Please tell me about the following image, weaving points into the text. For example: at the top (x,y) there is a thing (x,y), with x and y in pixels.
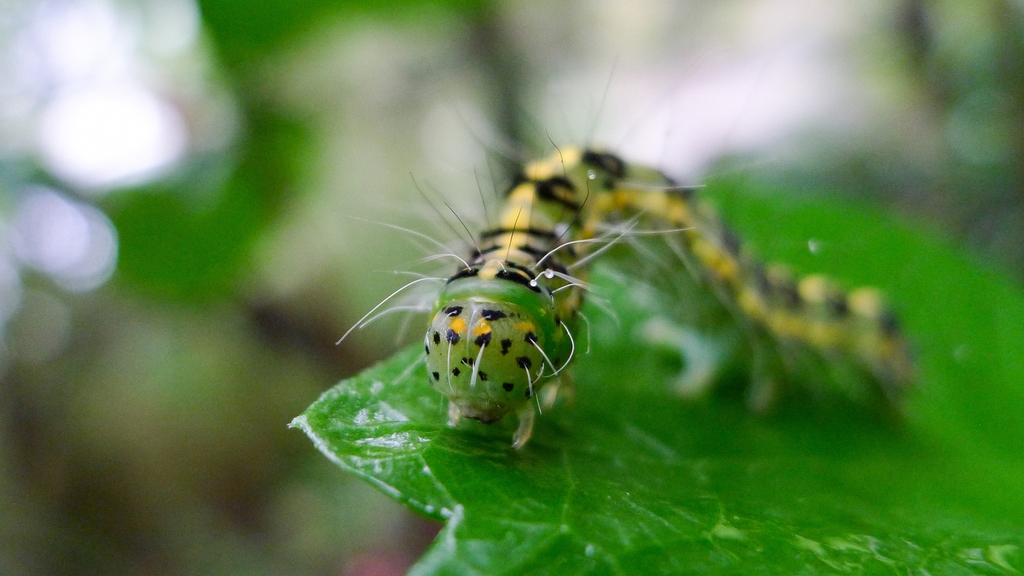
In this image there is a caterpillar (490,302) crawls on a leaf (615,353).
